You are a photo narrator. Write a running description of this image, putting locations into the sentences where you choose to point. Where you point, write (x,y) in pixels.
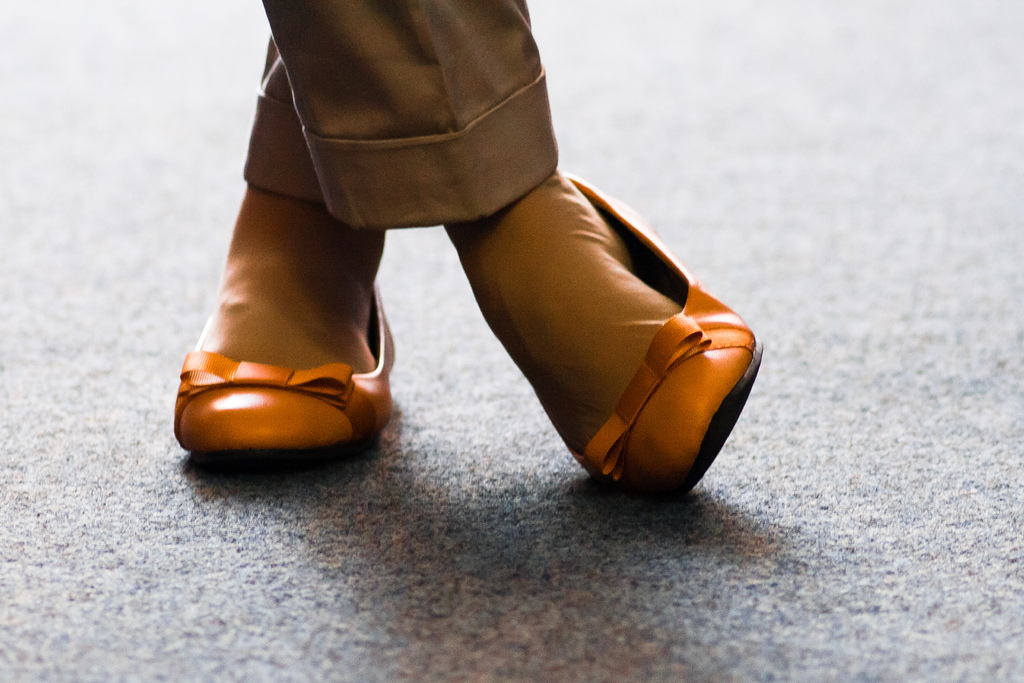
In this image I can see the person (264,244) wearing the brown color dress (338,132) and also shoes (691,360). The person (691,360) is standing on the ash color surface (406,534).
